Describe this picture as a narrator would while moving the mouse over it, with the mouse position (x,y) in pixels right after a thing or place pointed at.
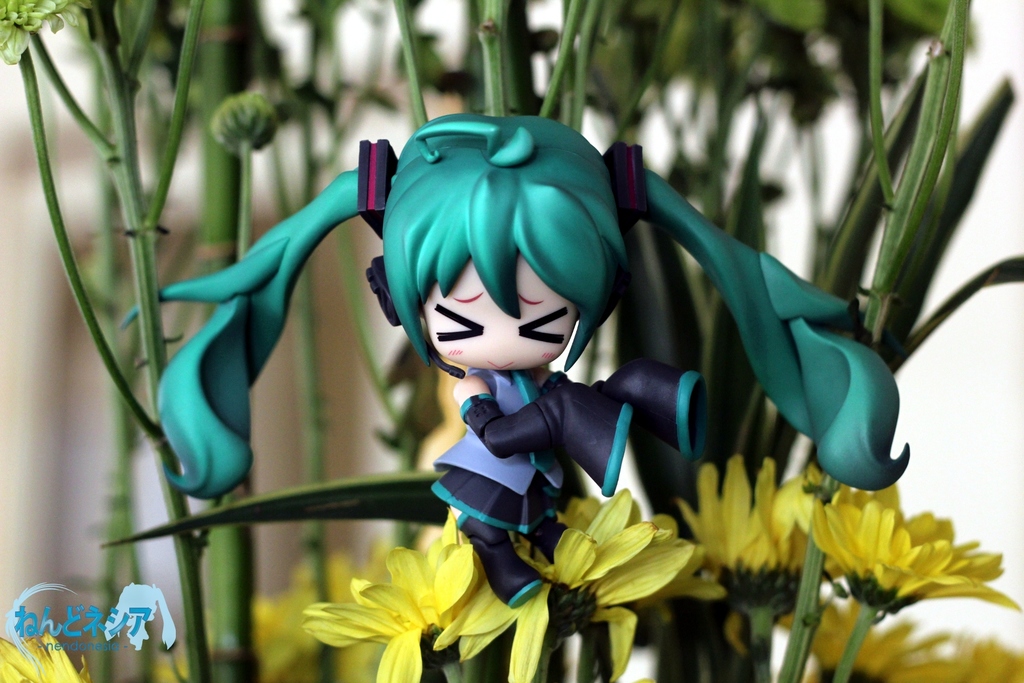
In this picture, we can see some plants (223,638), flowers (742,492), a doll (750,331), and we can see a watermark (31,589) in the bottom left corner (55,609), and we can see the blurred background (11,182).
